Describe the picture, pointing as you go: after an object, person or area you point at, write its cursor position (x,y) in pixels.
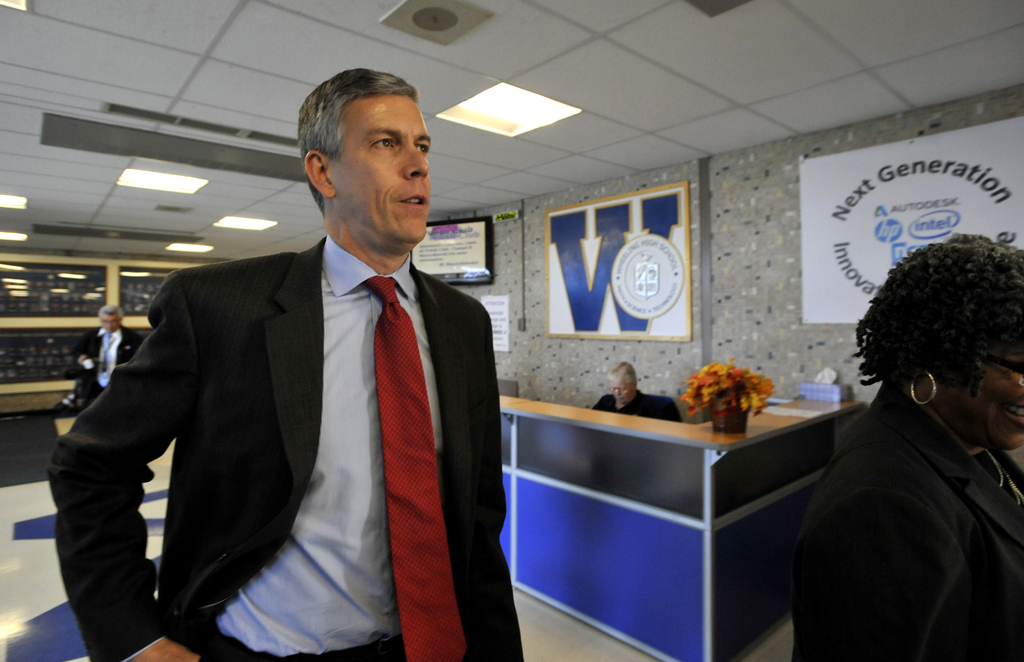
In this image, there is an inside view of a building (232,97). There is a person (345,343) on the left side of the image (279,411) wearing clothes (302,416). There is an another person (1023,432) in the bottom right of the image (900,505) standing and wearing clothes (907,488). There are some lights (517,126) at the top (170,176). There is a person (639,413) sitting in a cabin (610,422) in the center of the image (639,408).
